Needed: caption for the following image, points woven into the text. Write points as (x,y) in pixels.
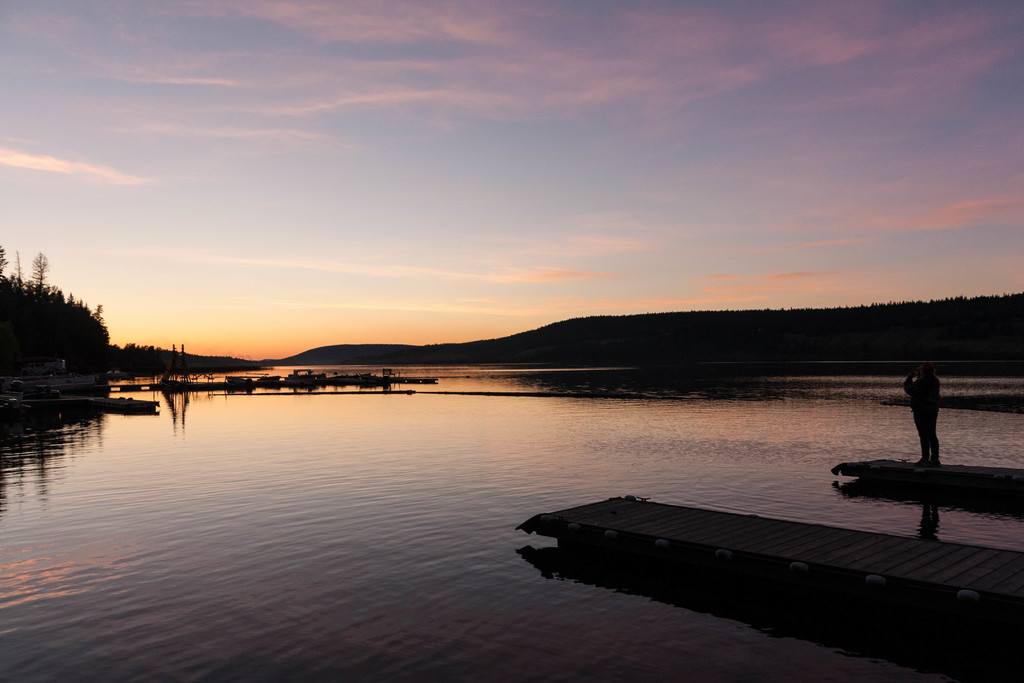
At the bottom (260,502) there is a river (208,568). On the right side (925,386) a person (925,406) is standing on a board (893,476). On the left side (41,312) there are some trees (40,313). At the top of the image (435,156) I can see the sky (240,160).
